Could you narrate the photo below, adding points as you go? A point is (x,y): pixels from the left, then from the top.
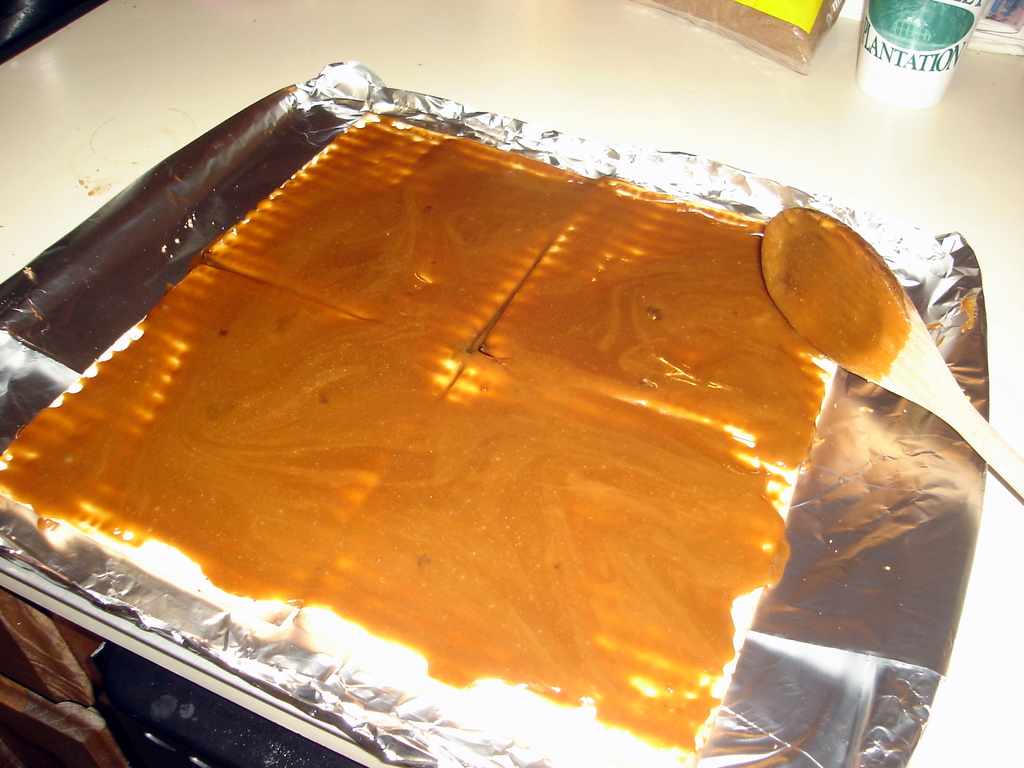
In this image I can see the food (427,475) on the silver color aluminum foil (171,235). To the side I can see the packet (755,4) and the white and green color object (866,68). These are on the cream color surface (253,60).
